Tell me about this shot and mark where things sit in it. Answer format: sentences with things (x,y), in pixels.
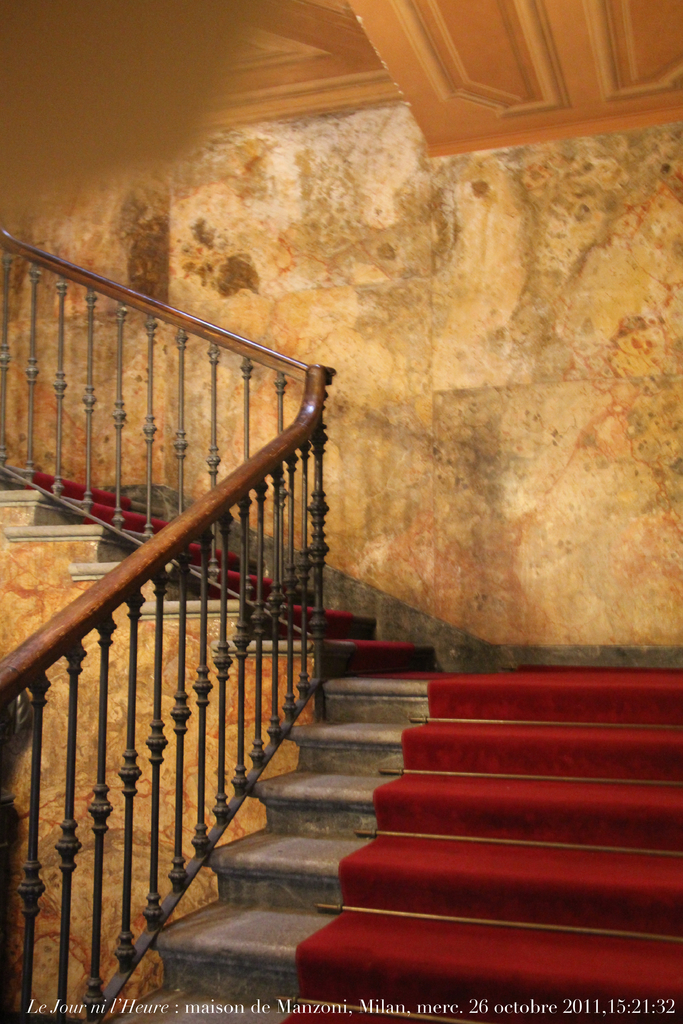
In the center of the image (228,345) we can see stairs (590,740), carpet (475,956), railing (224,479). In the background of the image (490,253) there is a wall (474,345). At the top of the image (516,143) there is a roof (477,115). At the bottom of the image (413,1009) there is some text (422,1009).
